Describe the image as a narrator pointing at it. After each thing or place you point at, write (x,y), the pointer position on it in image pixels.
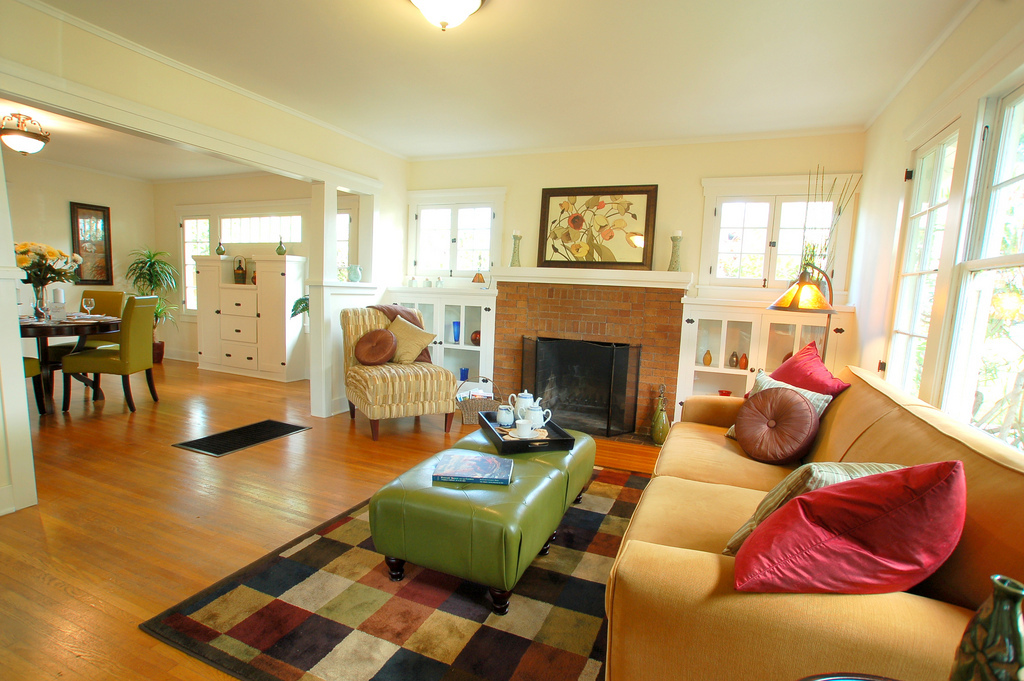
This picture is consists of a room (879,204) where, there is sofa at the right side of the image (758,653) and there are windows (948,152) all around the area of the image and there is a portrait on the wall (750,167) at the center of the image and there is a table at the center of the image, there is a desk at the left side of the image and there is a white color ceiling (104,130) above the area of the image.
